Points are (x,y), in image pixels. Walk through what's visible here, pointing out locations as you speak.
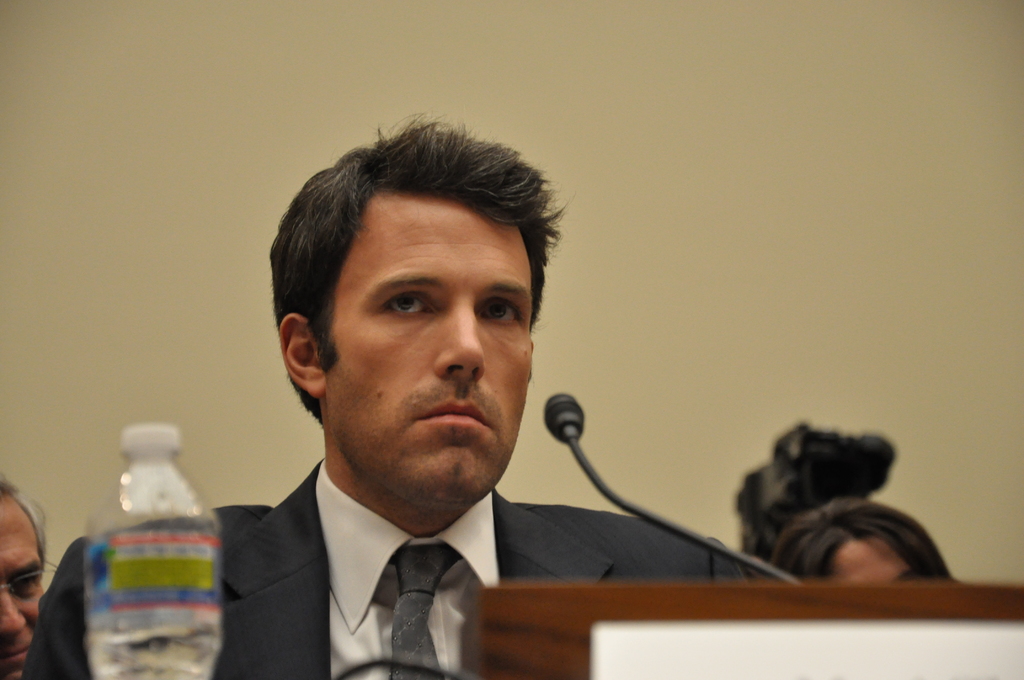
In this picture we can see a smart man (428,494) wearing black coat (297,588), white shirt (488,538) and tie (441,544) is sitting in front of the desk (736,596) on which a microphone (594,477) is placed and a water bottle (189,561), Behind we can see man (29,519) wearing specs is smiling and listening to him and a cream color wall (721,135) behind him.
